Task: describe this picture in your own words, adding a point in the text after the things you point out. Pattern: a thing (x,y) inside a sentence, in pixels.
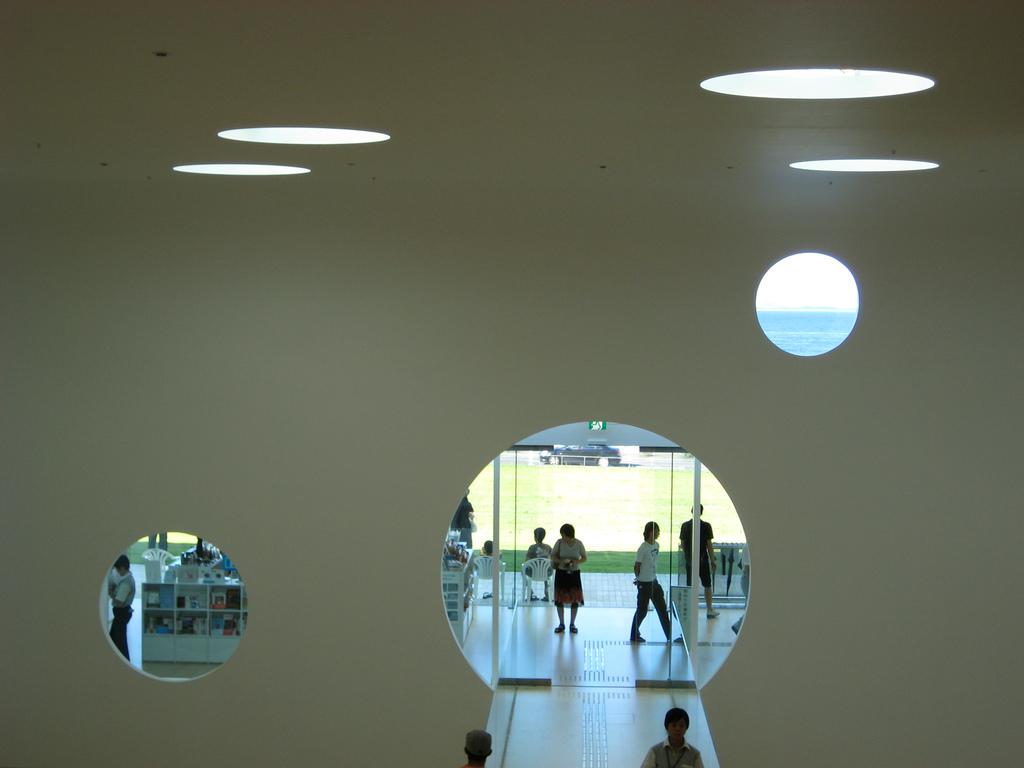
In this image we can see a group of people (640,588) standing on the floor (586,738). A person (537,557) is sitting in a chair (532,575). On the left side of the image (203,605) we can see several items (185,602) placed in racks (203,594). In the background (693,487), we can see the door (675,489).
